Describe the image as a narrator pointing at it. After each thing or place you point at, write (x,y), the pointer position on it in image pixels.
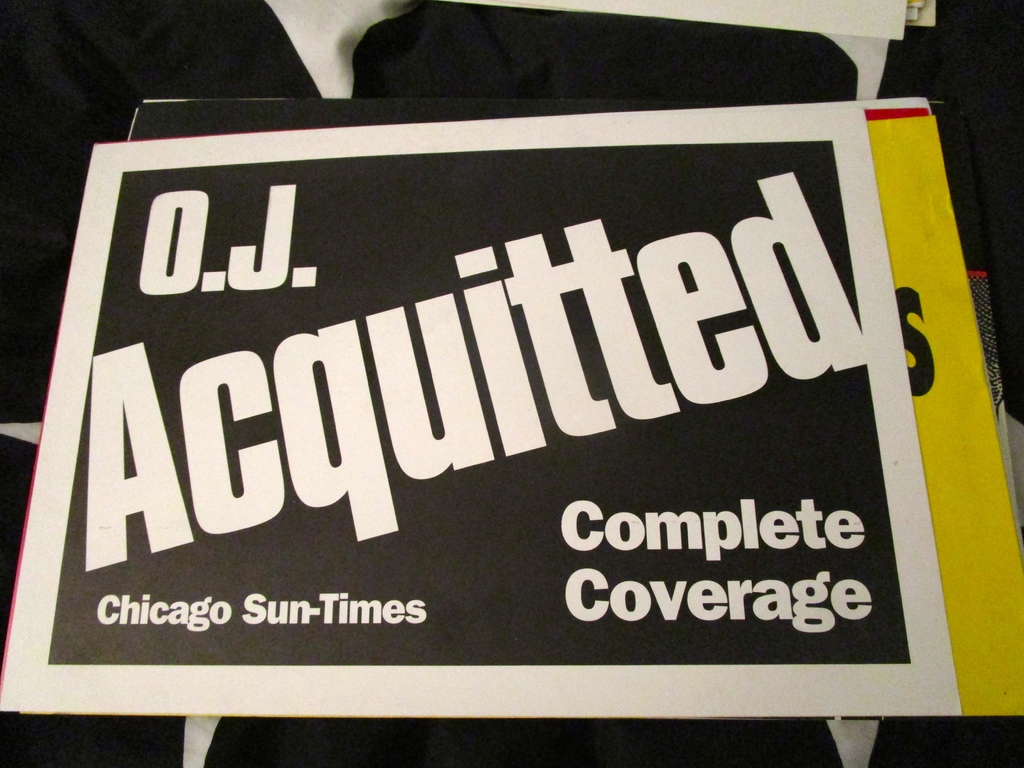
In this image I can see few boards (591,404) and on these boards (780,394) I can see something is written. I can see colour of these boards (805,243) are black and yellow. I can also see few black colour things (409,92) under these boards (648,307).
